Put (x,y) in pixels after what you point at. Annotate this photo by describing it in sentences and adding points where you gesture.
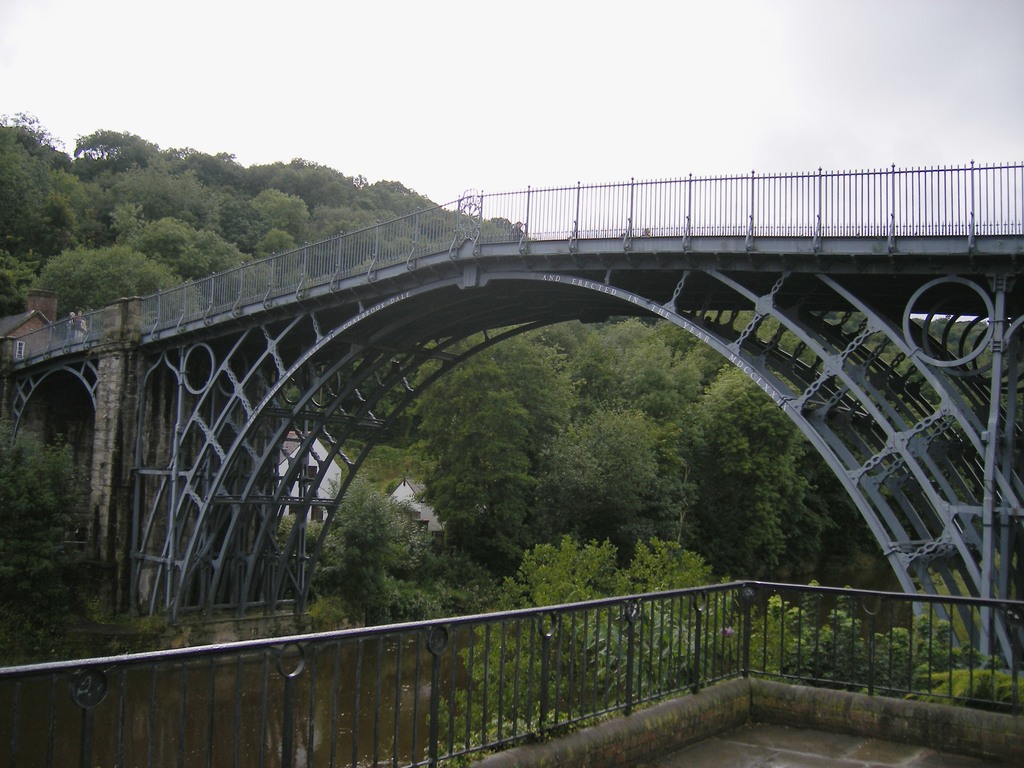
In this image I can see the railing (542,679) which is black in color, the water (221,724), few trees (491,644) which are green in color, few buildings (325,453) and a bridge (131,357). I can see few persons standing on the bridge (114,349) and the sky (492,139) in the background (657,88).
